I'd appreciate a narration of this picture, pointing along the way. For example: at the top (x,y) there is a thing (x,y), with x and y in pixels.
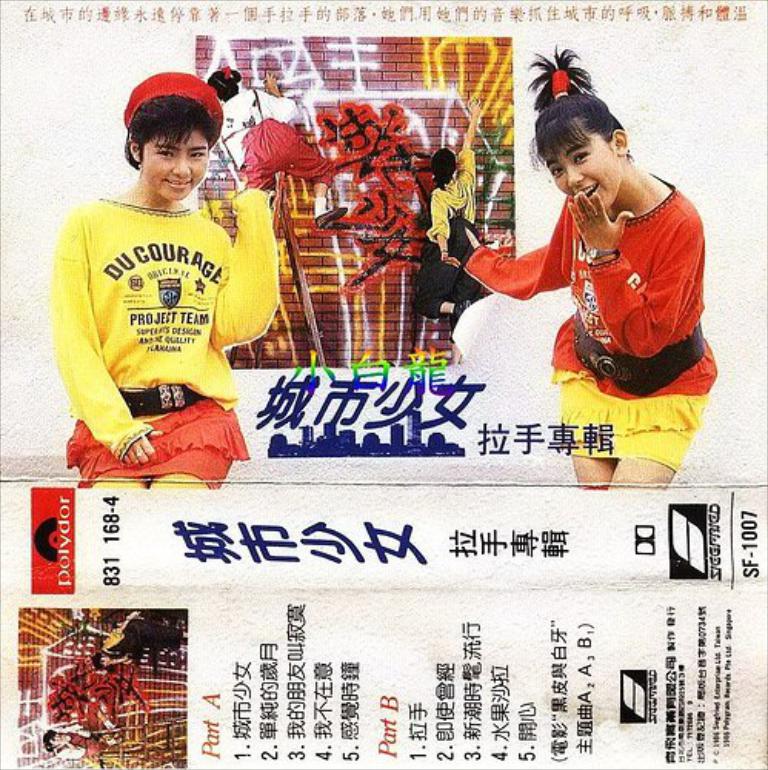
In this image there is a cassette cover (315,348) with numbers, words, photo (415,120) of two persons (169,305) standing and smiling on it.
